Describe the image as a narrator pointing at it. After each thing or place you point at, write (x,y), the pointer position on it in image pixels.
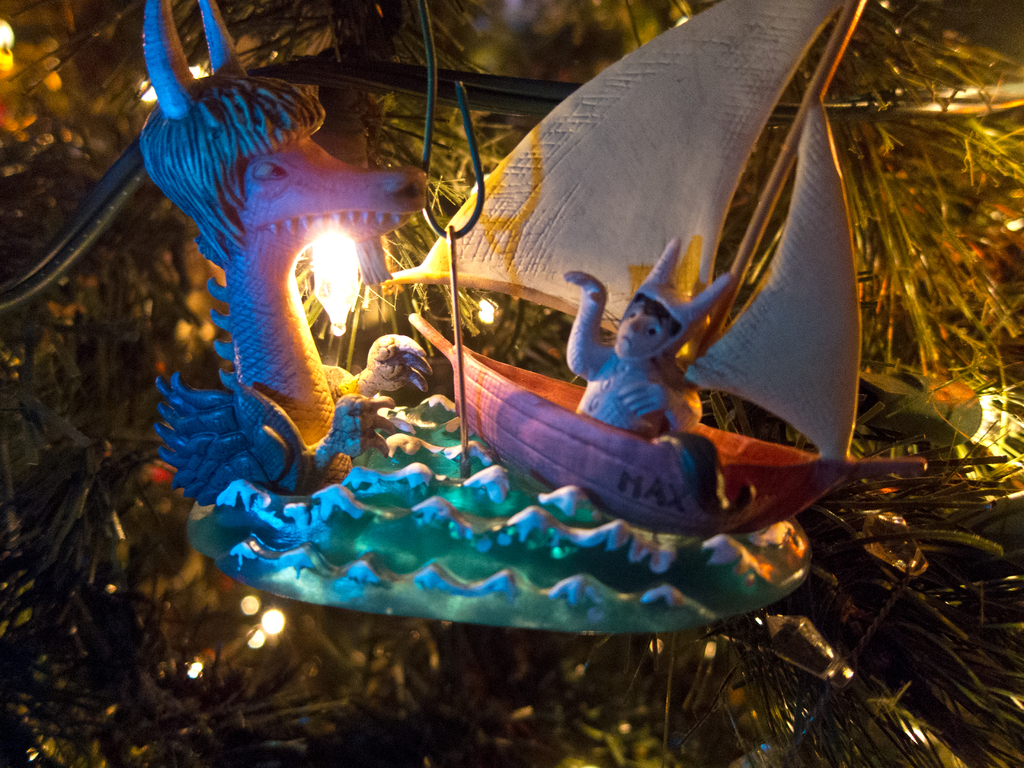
This is an image clicked in the dark. Here I can see few toys (368,486) along with the light (333,261). In the background (163,717), I can see the leaves (391,688).
